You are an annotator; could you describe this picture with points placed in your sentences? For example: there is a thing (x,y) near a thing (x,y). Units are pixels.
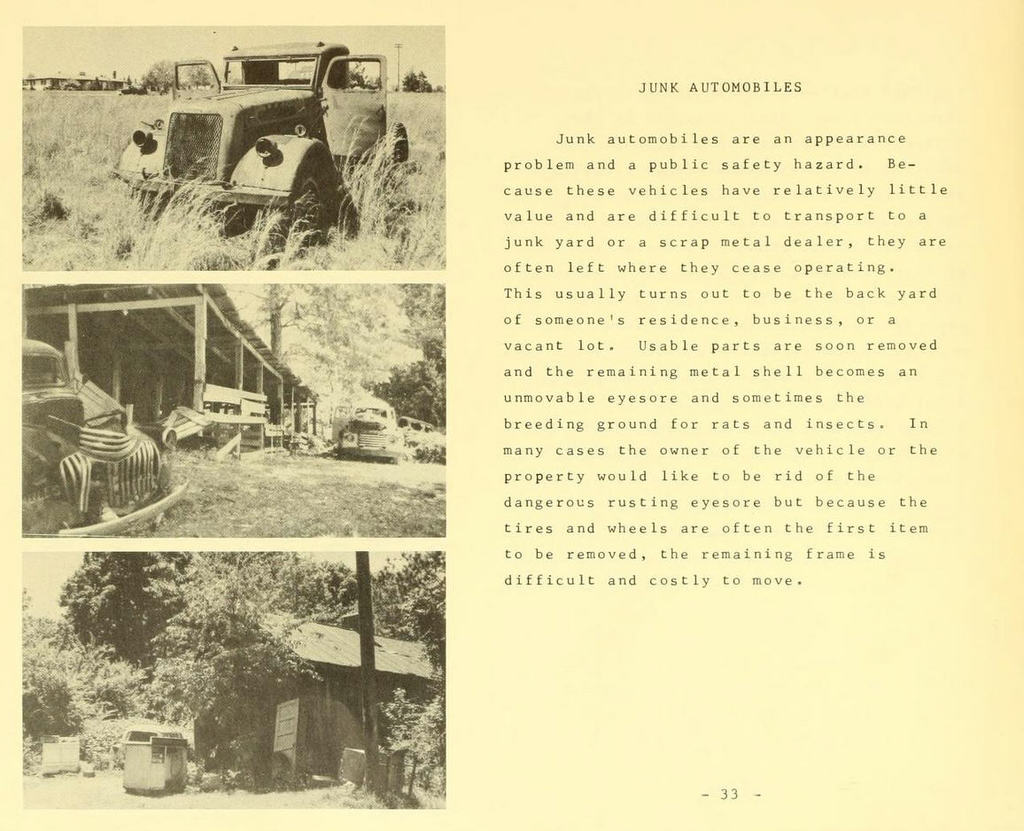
In this image we can see a paper (392,254). On the left side of the paper (390,278) we can see pictures (305,442) of motor vehicles (202,159), sheds (233,377), trees (328,400), poles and sky (432,62). On the right side of the paper (489,526) we can see text (661,136).
